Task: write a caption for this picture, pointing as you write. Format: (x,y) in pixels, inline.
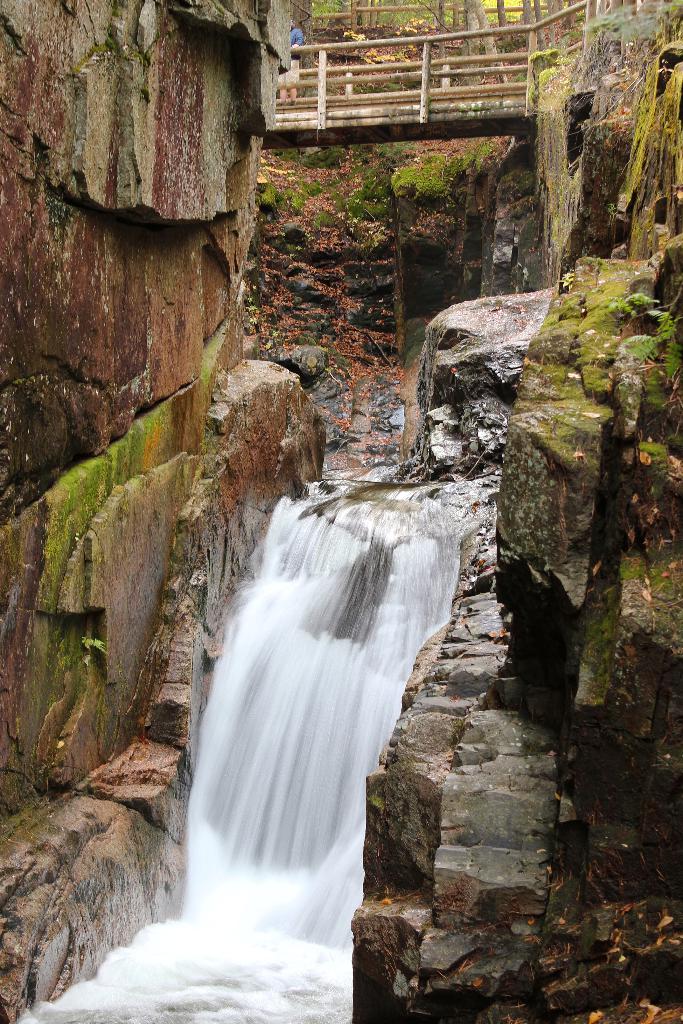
In this image there are rocks (66,264). In between the rocks (531,463) there is water (304,753) flowing. At the top (429,78) there is a wooden bridge (453,88). There is algae (604,377) on the rocks (129,375). There is a person (295,40) standing on the bridge (304,50).
